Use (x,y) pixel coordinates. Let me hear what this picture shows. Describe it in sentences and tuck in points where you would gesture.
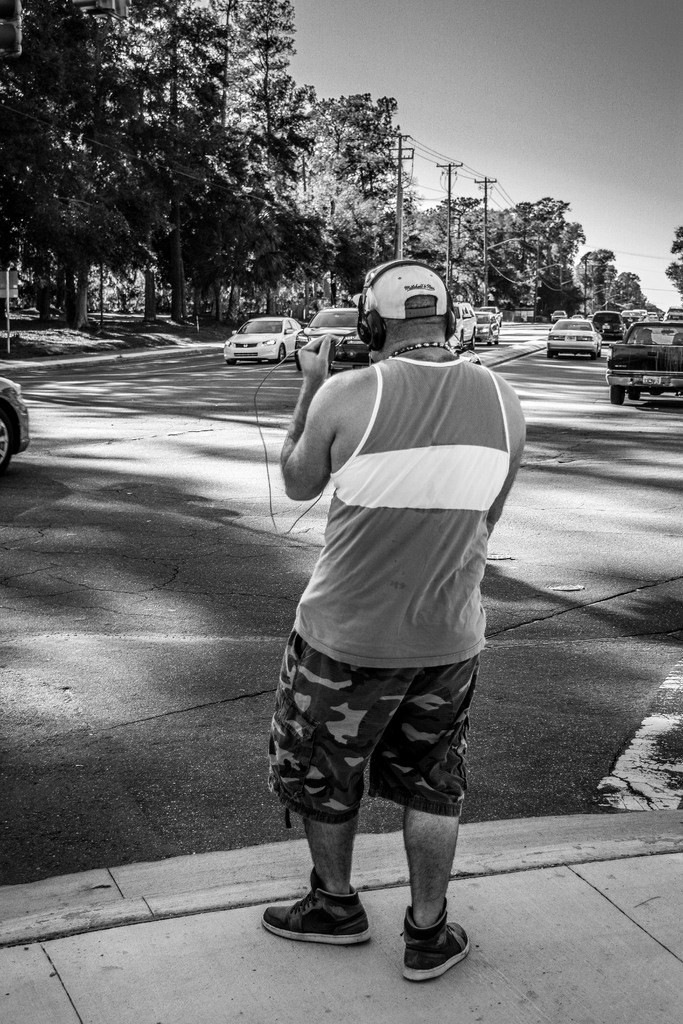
This picture is clicked outside. In the foreground (405,387) we can see a person (347,382) holding some object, wearing t-shirt (409,577), headphones (379,335) and standing on the ground (373,934). In the center (228,348) we can see the group of cars (490,332) and we can see the trees (390,253), poles (449,257), cables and some other objects (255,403). In the background (451,92) we can see the sky (445,91).
